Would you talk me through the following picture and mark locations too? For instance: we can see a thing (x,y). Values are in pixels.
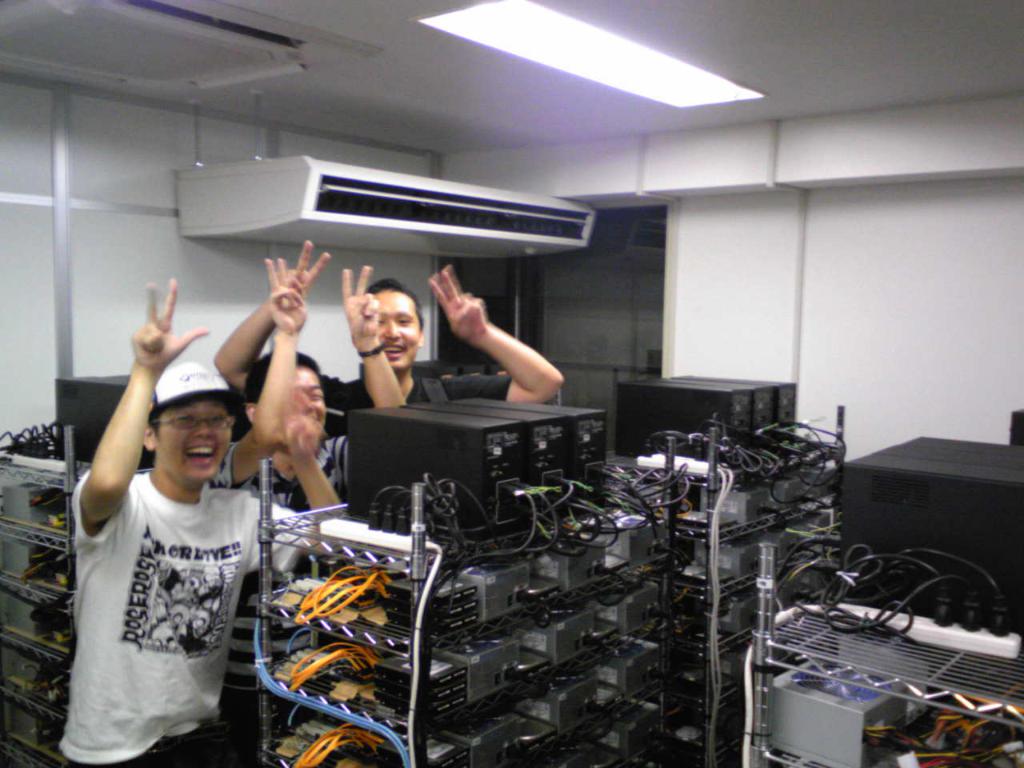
There are three persons (231,448) standing. Person (143,586) on the left (110,608) is wearing a cap (160,403) and specs (189,418). There are many racks (312,533). In that there are many electronics devices (511,480) with wires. On the ceiling (508,130) there is a light (527,16). In the back (298,208) there is an AC (273,191) on the wall (52,232).
